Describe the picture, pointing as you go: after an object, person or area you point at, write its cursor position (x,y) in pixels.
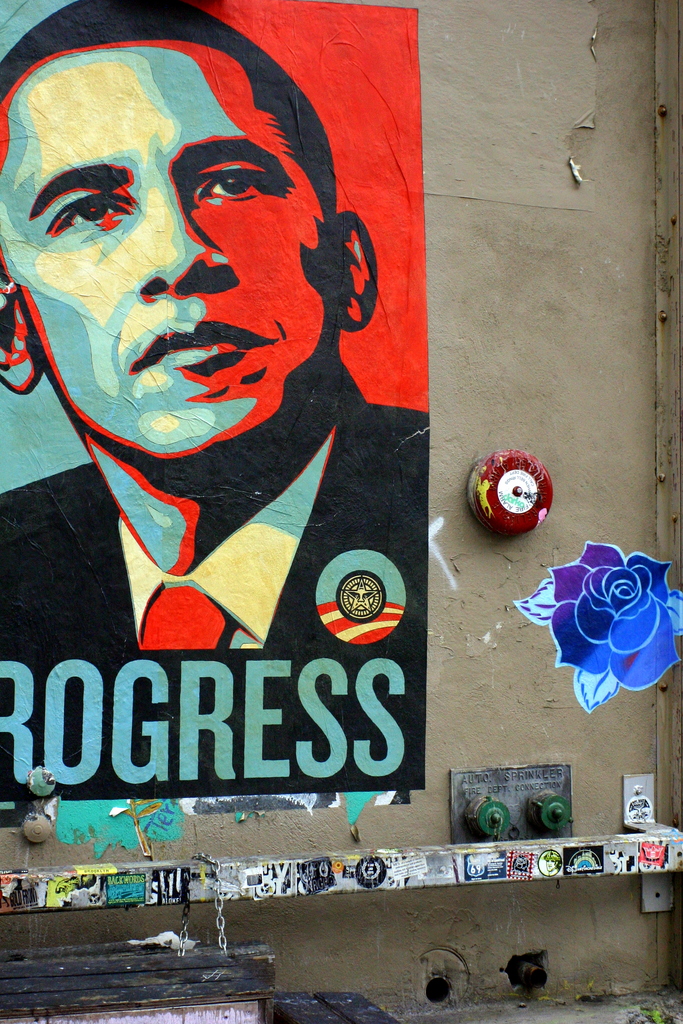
In this image we can see the picture (188,485) of a person (253,505) and a rose (567,654) with some text (258,733) on it which are painted on a wall (408,835).
